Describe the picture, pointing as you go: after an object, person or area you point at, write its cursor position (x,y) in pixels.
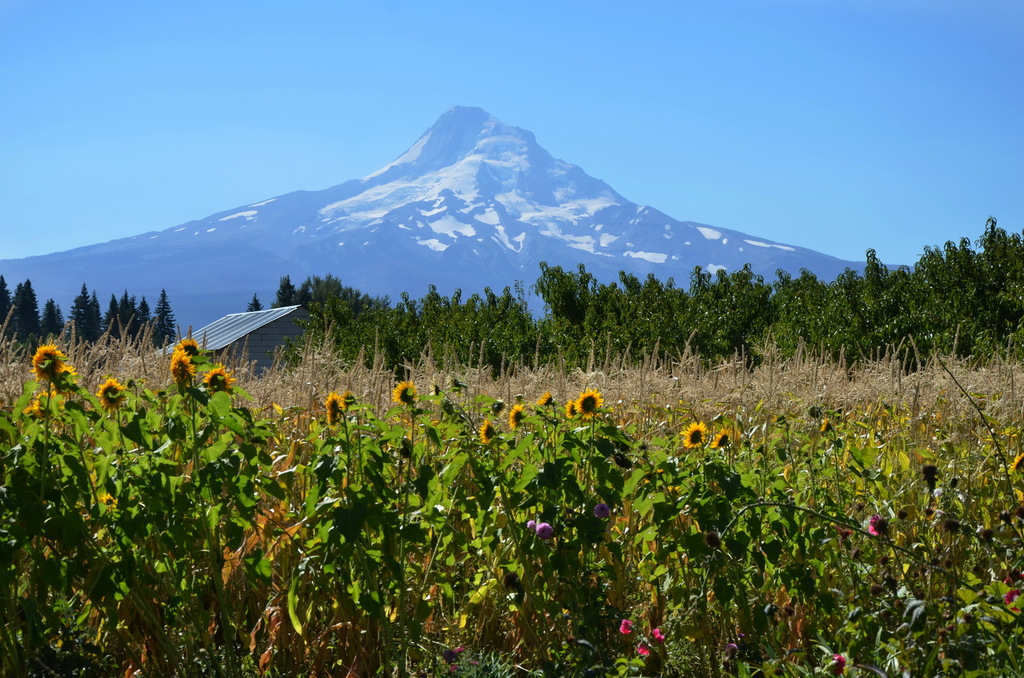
In this image there are plants (504,483), trees (350,326), flowers (217,380), mountains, a shed (261,316) and the sky (679,124).
